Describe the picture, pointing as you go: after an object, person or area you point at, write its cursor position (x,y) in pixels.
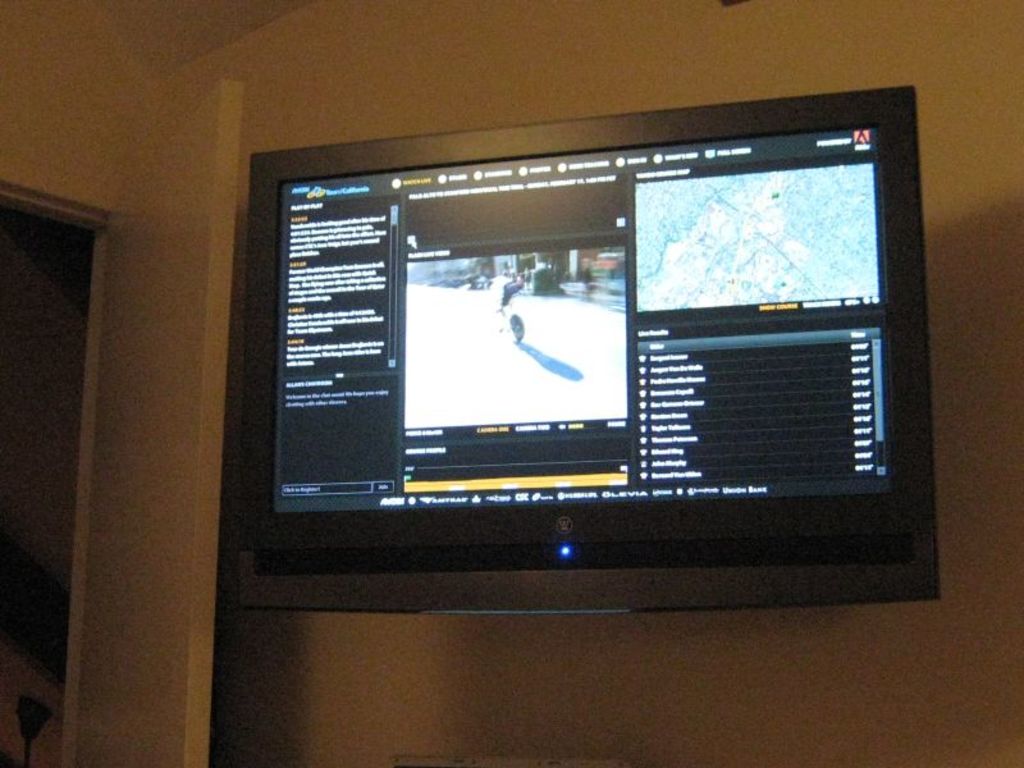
In this picture there is a television (524,260) to a wall (702,632). Towards the left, there is a door (73,269).
